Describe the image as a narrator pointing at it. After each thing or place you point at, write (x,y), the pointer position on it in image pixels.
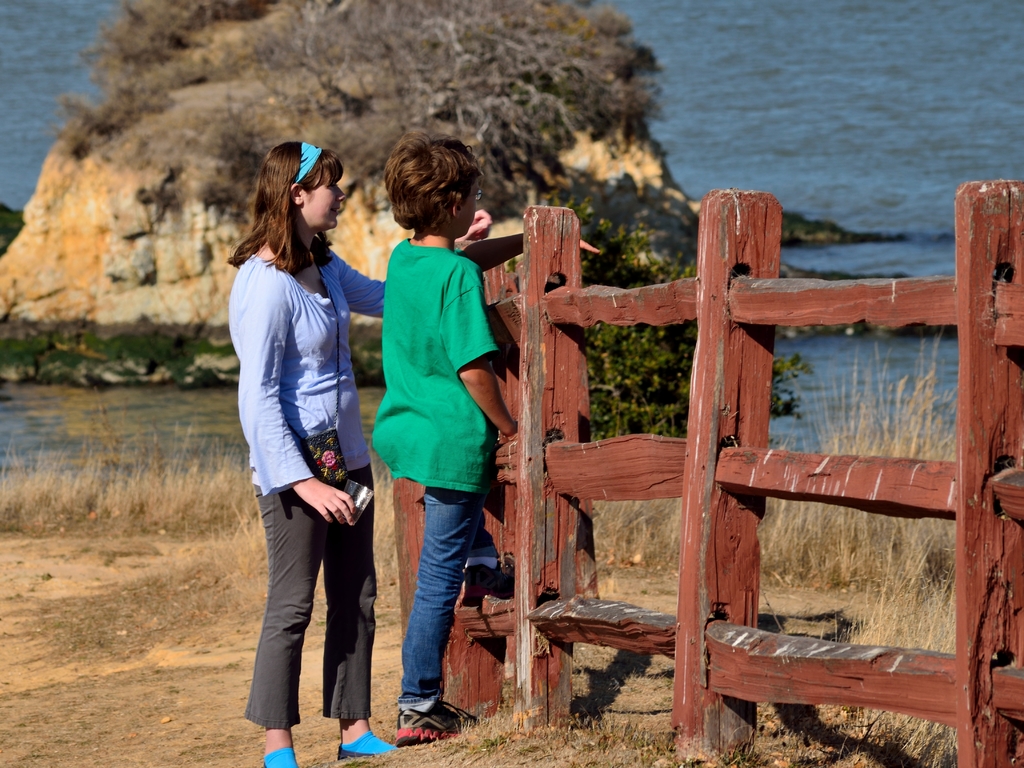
On the left side (258,295), there is a woman (257,262) in a blue color t-shirt (298,292), wearing a handbag (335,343) and standing on the floor (358,763). Beside this woman (357,394), there is a boy (405,364) in a green color t-shirt (437,321), placing a leg (484,579) on a wooden fence (589,545). In the background (638,359), there is a tree (643,418), there's grass (115,599) on the ground (115,599), there is a mountain (141,86) and there is water (710,38).
